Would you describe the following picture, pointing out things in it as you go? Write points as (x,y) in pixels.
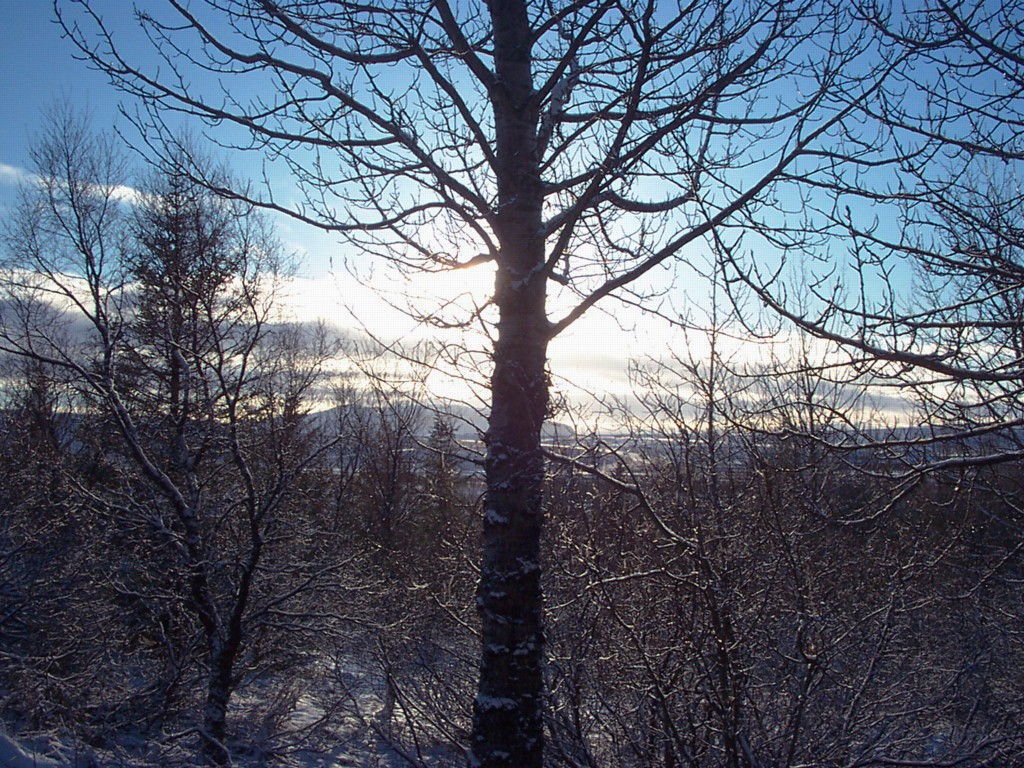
In this image we can see a group of trees (517,529). On the backside (472,398) we can see the hills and the sky (599,284) which looks cloudy.
